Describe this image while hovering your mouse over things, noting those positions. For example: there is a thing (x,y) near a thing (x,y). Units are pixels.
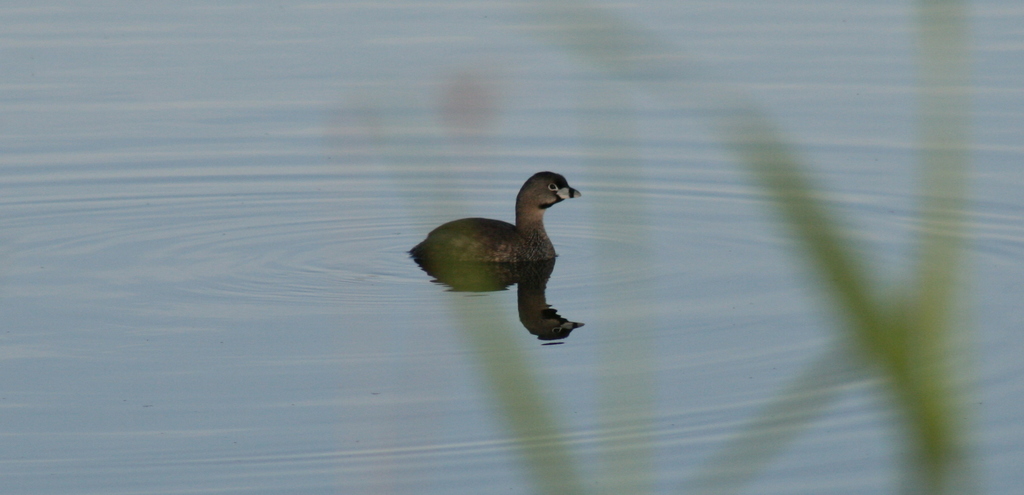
In the image there is a duck (508,245) swimming in the water (105,209), in the front (491,290) there is a plant (715,463).
